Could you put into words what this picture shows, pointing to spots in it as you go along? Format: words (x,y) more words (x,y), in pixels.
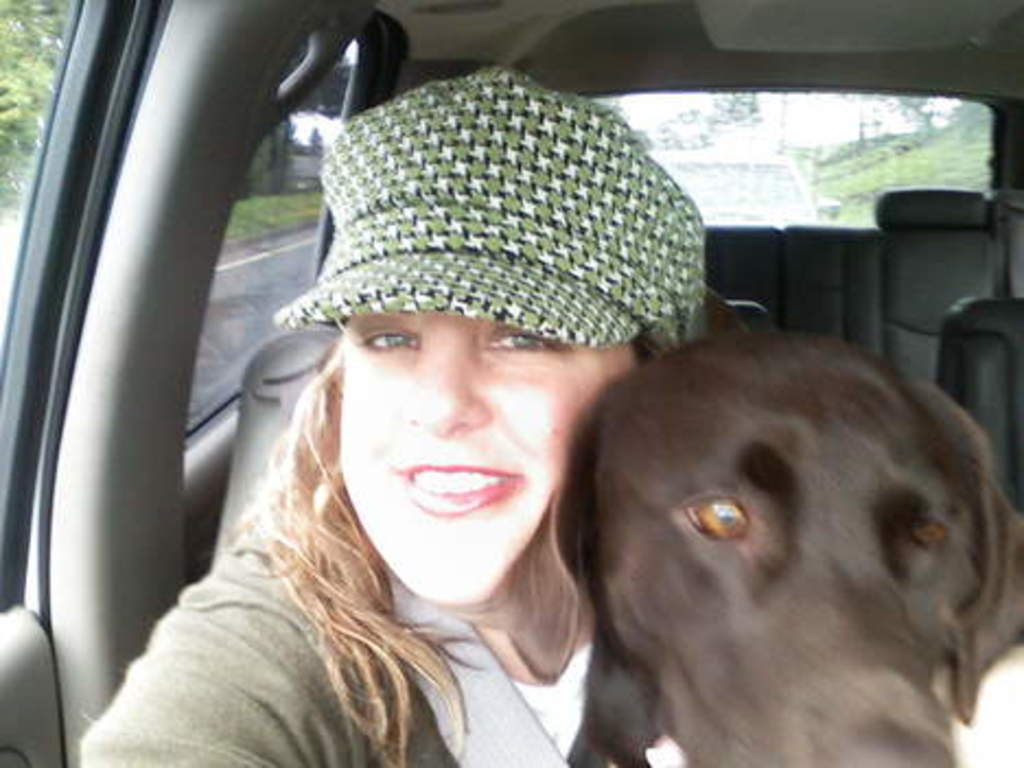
In this picture we can see a woman (580,263) wearing a cap (588,234) and she is smiling. We can see the face (813,354) of a dog (688,361). This is an inside view of a car (140,516). We can see the seats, seat belt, road (242,274), green grass (277,225) and trees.
